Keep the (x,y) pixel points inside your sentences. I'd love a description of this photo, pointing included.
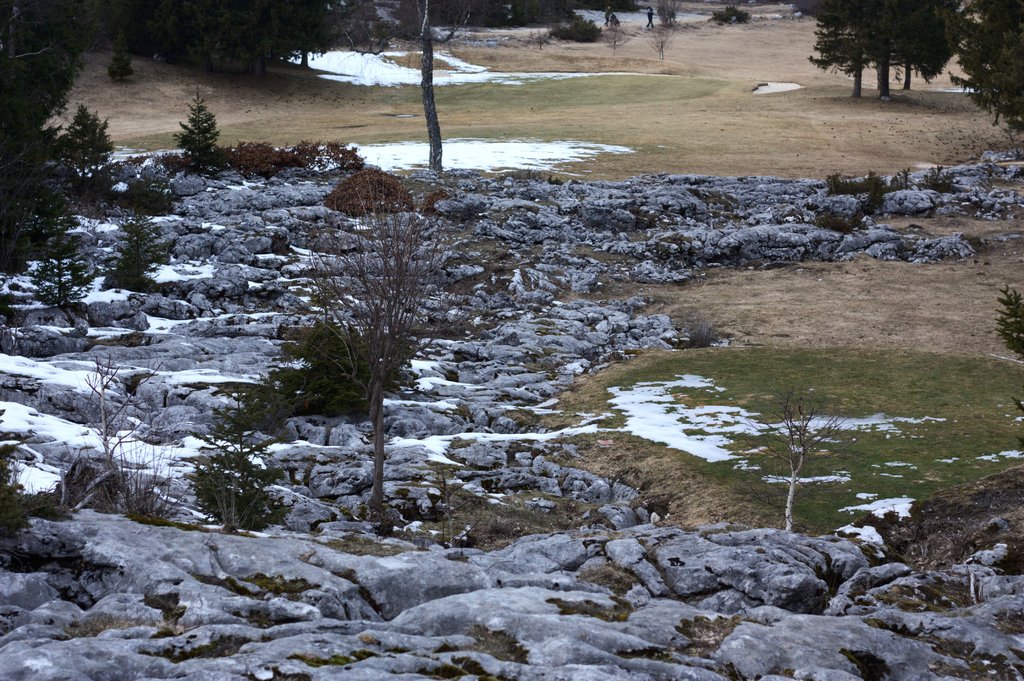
At the bottom of the image (301,549) there are many rocks (275,330) with snow (119,373) on it. And also there are plants (91,466), trees (253,521) and also there is grass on it. At the top of the image (362,65) there is snow (455,164) on the few places of the ground (403,82). Also there are few trees (70,143) on the ground (624,16).
